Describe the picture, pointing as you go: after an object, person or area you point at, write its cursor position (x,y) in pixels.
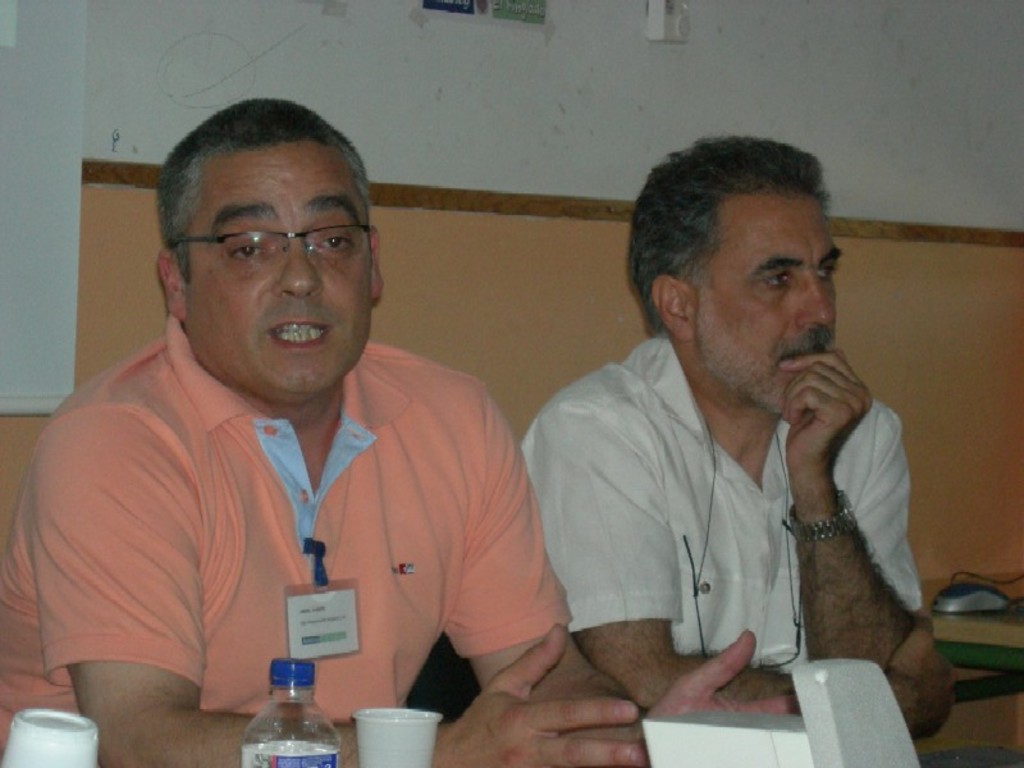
In the foreground (282,489), I can see two persons (288,564) are sitting on the chairs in front of a table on which glasses (394,743), bottle (262,715) and some objects (829,688) are there. In the background (538,185), I can see a wall (385,287). This image might be taken in a hall (405,581).
